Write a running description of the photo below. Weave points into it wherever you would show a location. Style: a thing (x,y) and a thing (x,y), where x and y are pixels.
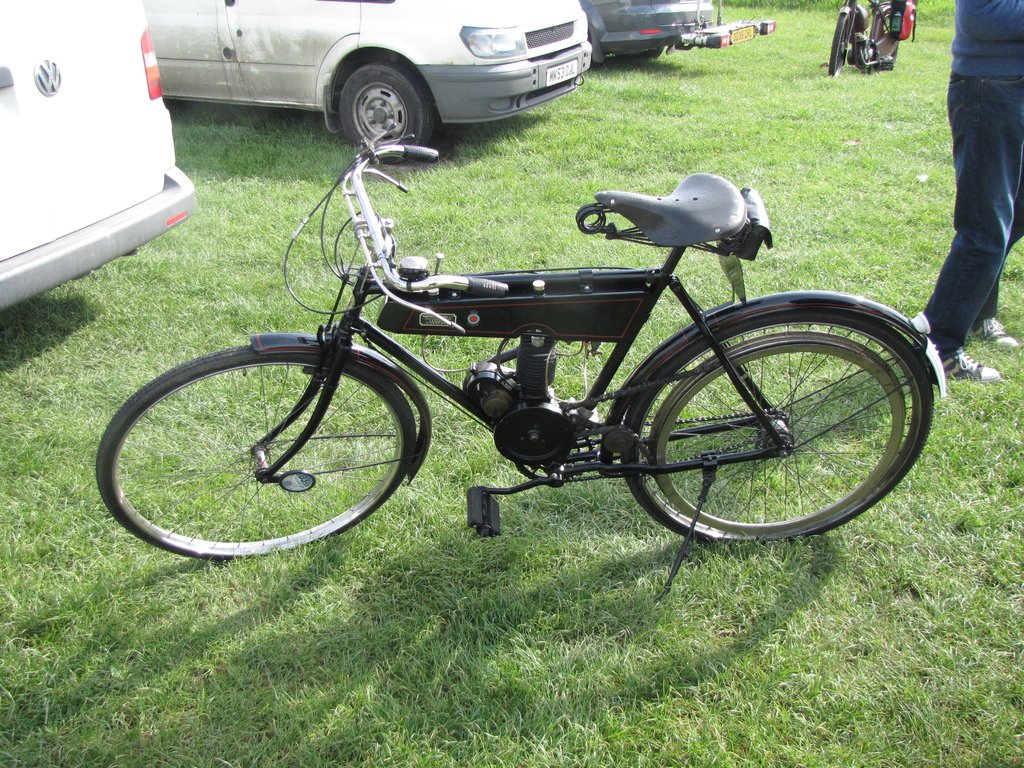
In this picture we can see vehicles (85,58) and a person (995,217) is standing on the right side of the picture (995,338). At the bottom portion of the picture (569,683) we can see the green grass (565,632). And there is a bicycle (254,547).
